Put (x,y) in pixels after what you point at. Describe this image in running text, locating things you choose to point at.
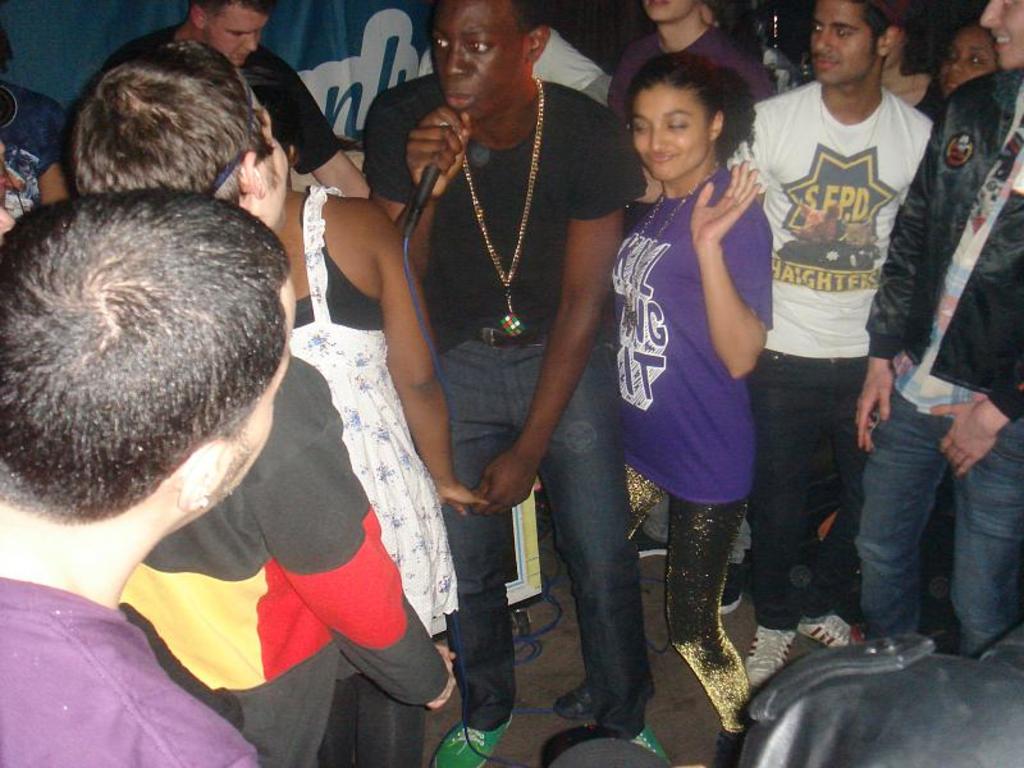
In this image we can see few persons (817,296) are standing and a man (418,255) is holding mic (435,181) in the hand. In the background (341,54) there is a banner (322,24).
